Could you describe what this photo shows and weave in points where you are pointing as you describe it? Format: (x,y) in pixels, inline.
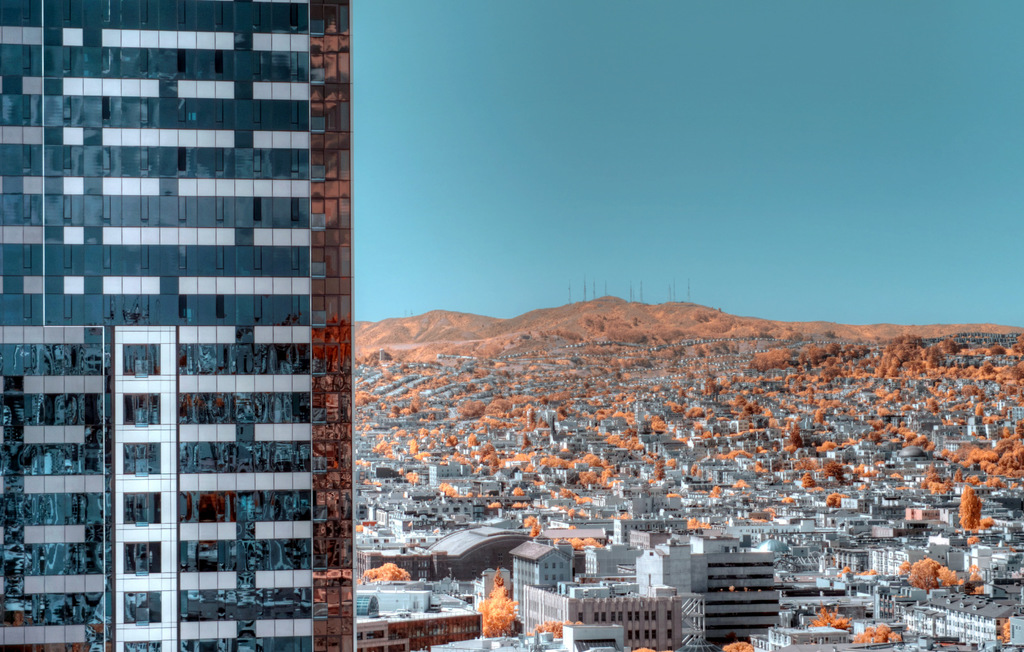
On the left side (191,559), there is a glass building (208,469). In the background (636,562), there are buildings (389,422) and trees (964,390) on the ground (763,356), there are mountains (604,325) and there is blue sky (756,128).
